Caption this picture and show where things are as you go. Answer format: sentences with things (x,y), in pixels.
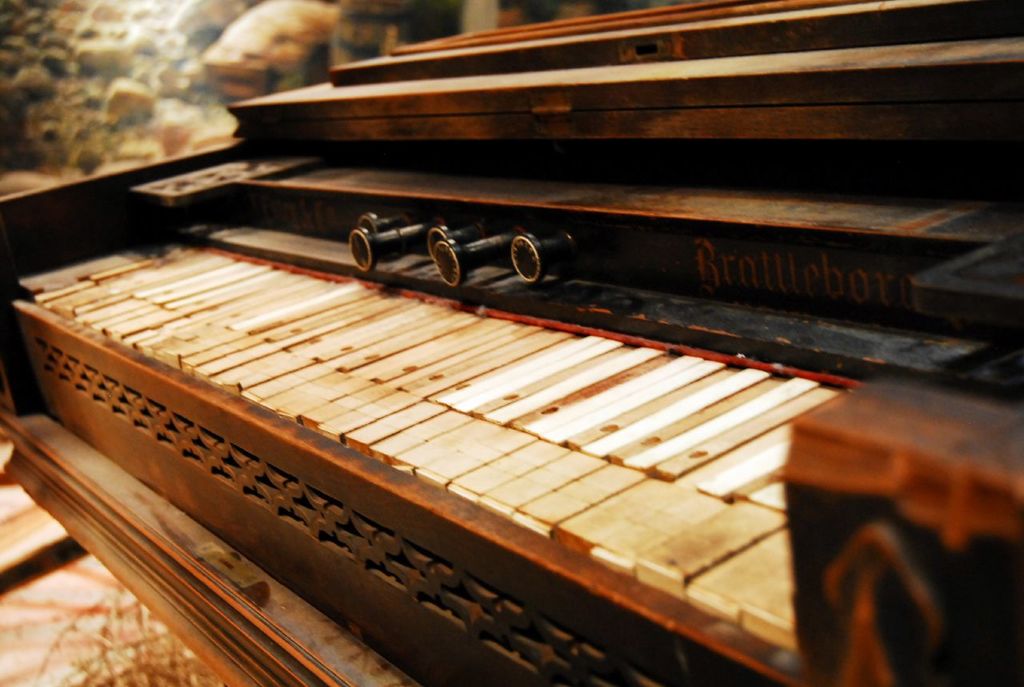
In this image there is a piano (486,342).
